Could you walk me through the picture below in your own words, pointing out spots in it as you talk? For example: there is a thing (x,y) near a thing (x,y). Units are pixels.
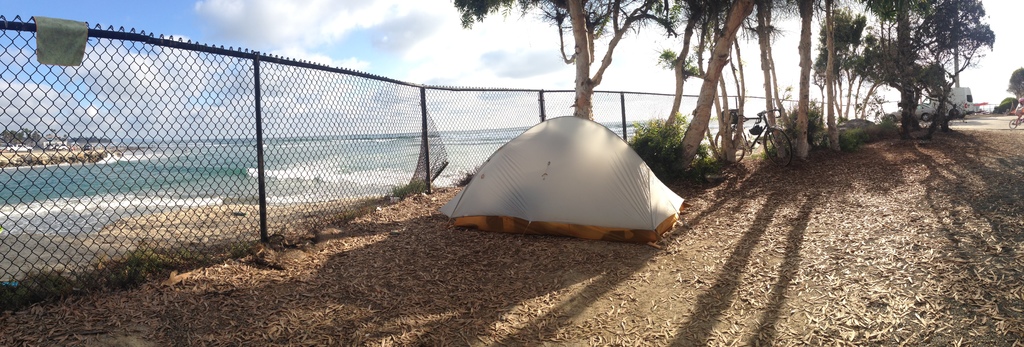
In this image there is a tent (573,220) on the surface of the ground (604,271). Beside the tent (569,144) there are trees (950,12). Under the trees (709,34) there is a cycle (733,126). On both right and left side of the image (31,148) there are vehicles (51,147) on the road (976,123). In front of the tent (503,185) fencing (310,134) was done. At the background (323,141) there is sea (232,148) and at the top (371,36) there is sky (406,34).
